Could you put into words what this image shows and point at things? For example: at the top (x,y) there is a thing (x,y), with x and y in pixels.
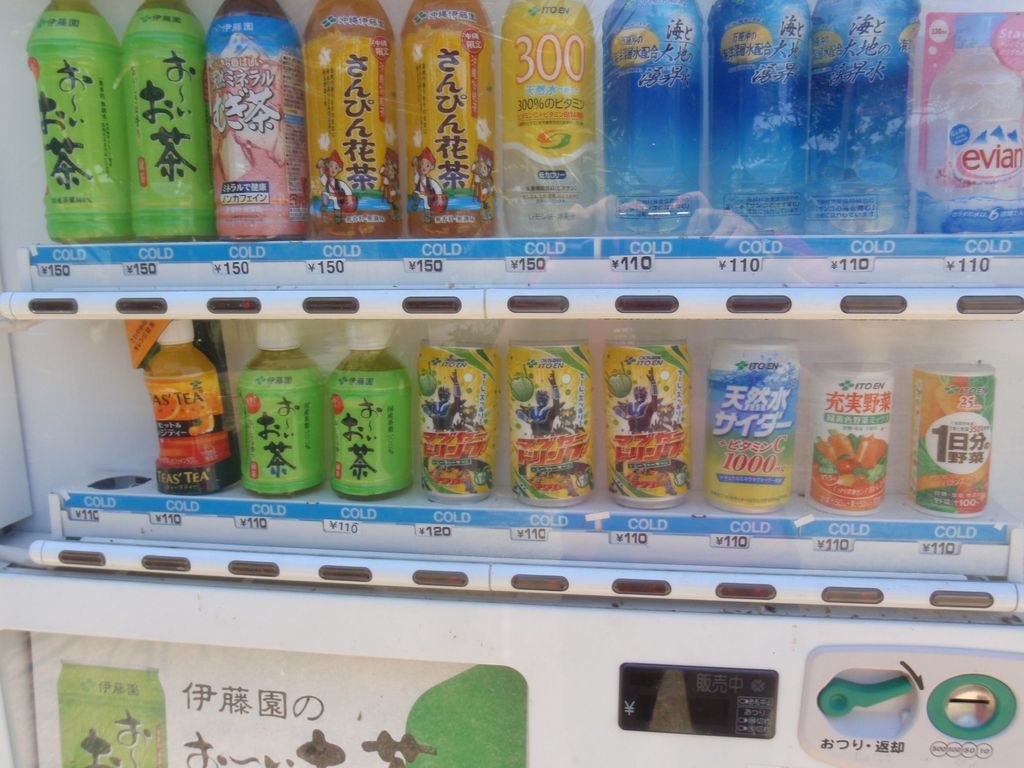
In this image we can see bottles (383,221).
